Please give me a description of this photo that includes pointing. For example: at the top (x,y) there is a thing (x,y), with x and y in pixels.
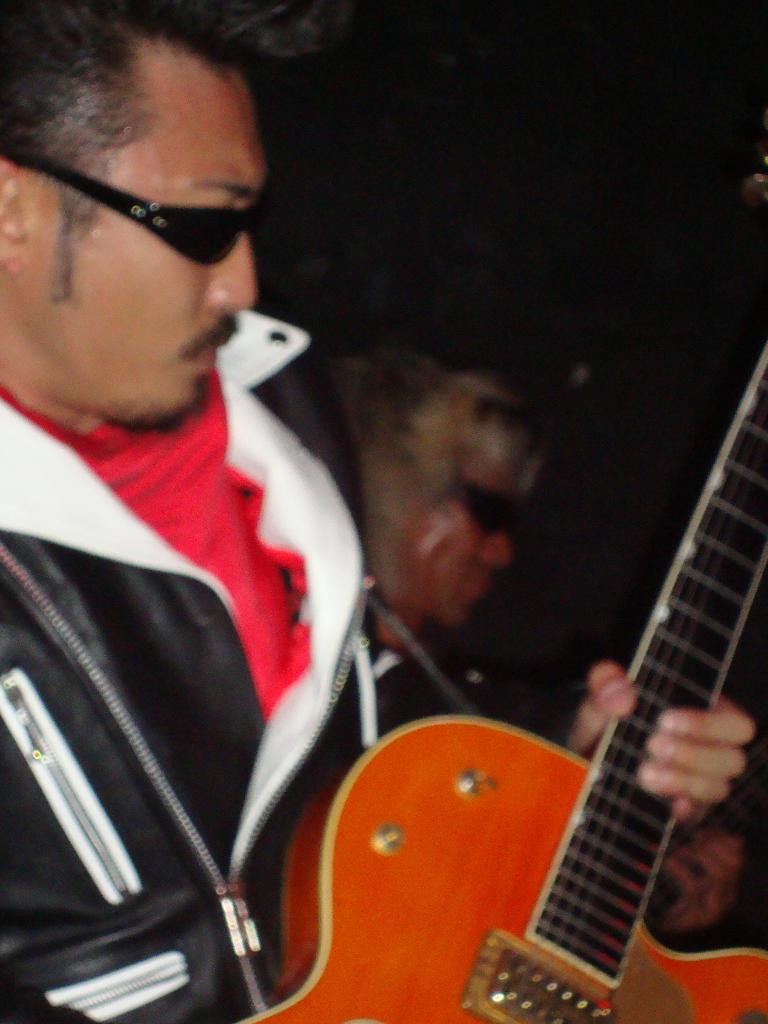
In this image i can see a man (177,631) playing guitar (450,848) at the background (474,594) i can see the other person (415,545).
